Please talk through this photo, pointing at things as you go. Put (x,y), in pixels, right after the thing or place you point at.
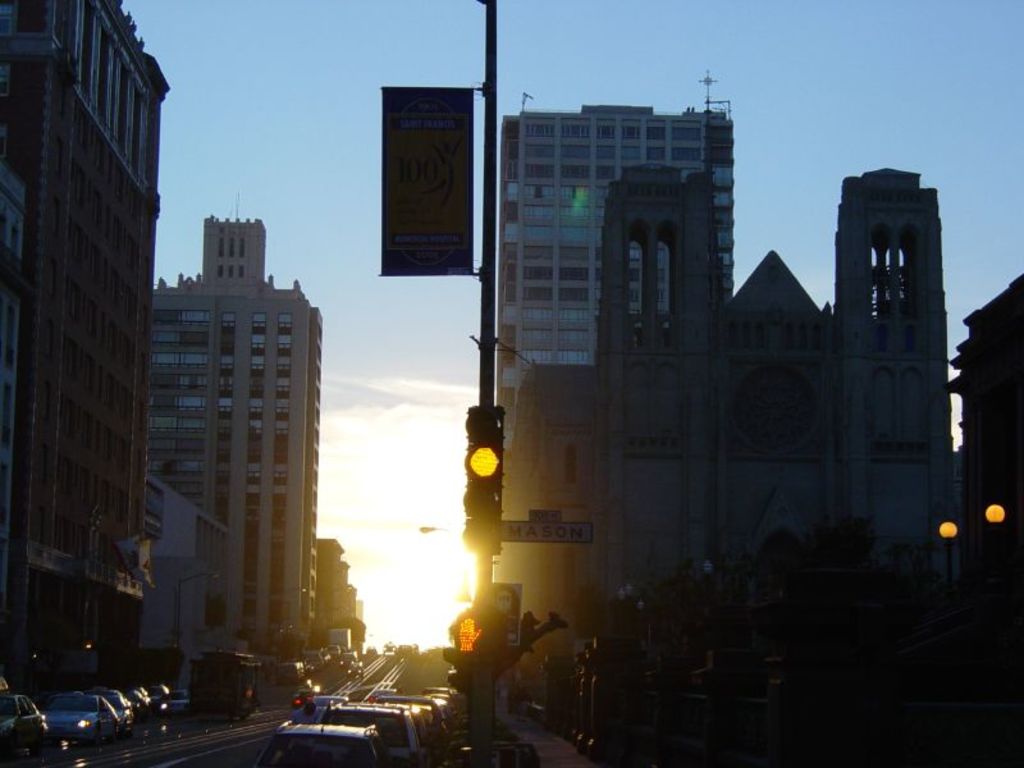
In this image we can see a few buildings (45,606), there are some vehicles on the road (368,662), also we can see the trees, windows (538,190), poles (482,678), boards (443,264) and lights (473,642), in the background (389,519), we can see the sky (464,339) with clouds (383,492).
